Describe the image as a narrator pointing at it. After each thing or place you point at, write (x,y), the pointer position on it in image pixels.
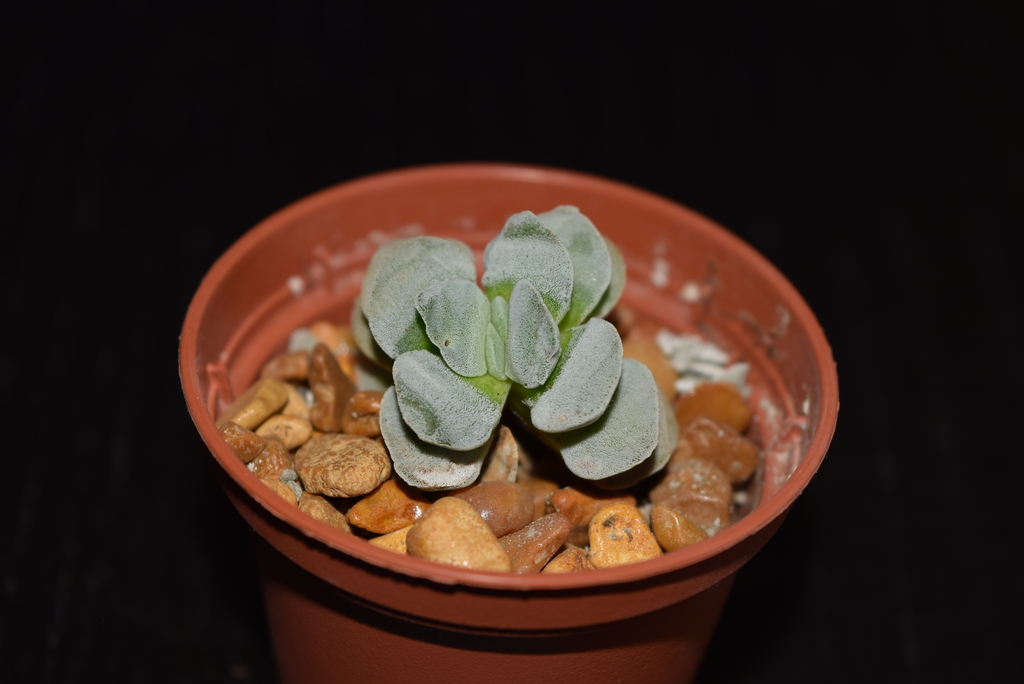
In the middle of the image (545,422), there is a plant (620,400) and stones (647,535) in the brown color pot (699,620). And the background (768,89) is dark in color.
